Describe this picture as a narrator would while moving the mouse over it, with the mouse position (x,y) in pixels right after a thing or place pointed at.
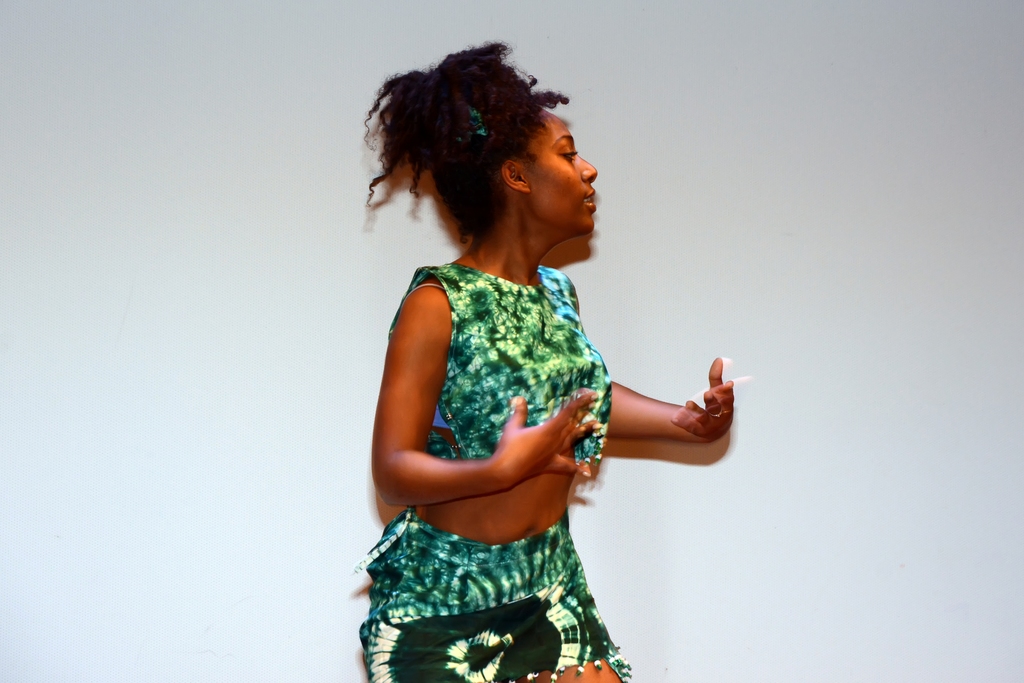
In this image we can see a woman (509,367) wearing a dress (516,384) is standing. In the background (326,630), we can see the wall (630,382).
